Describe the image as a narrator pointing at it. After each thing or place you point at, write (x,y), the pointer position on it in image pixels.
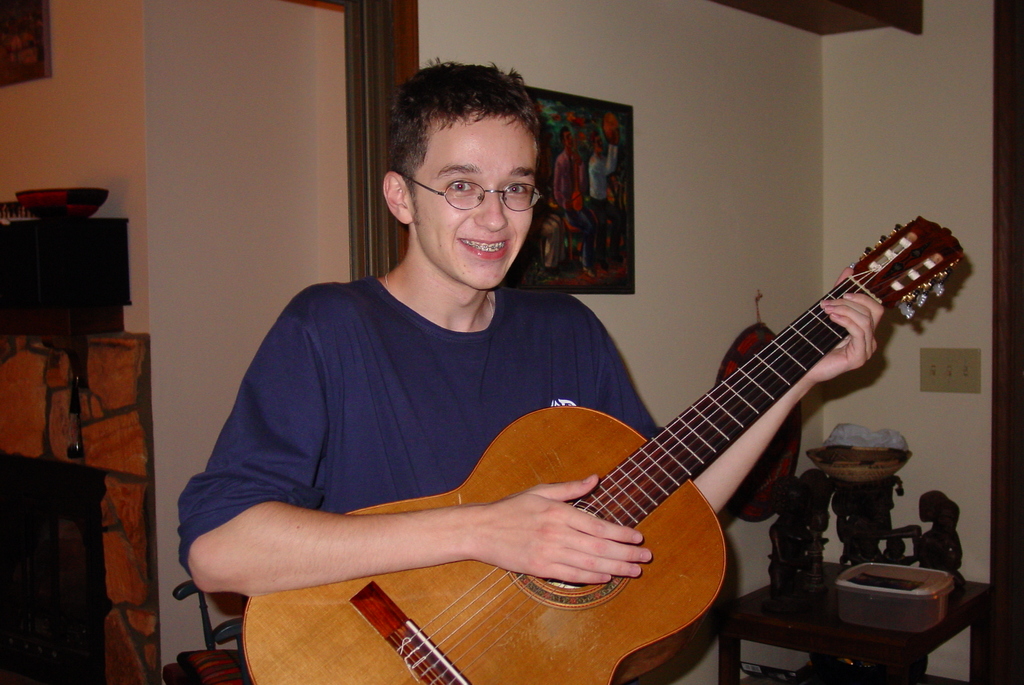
The image consists of a boy (550,400) playing guitar (716,424), it seems to be in a living room (377,129) and there is a painting (583,142) at back (591,174) side of him.
